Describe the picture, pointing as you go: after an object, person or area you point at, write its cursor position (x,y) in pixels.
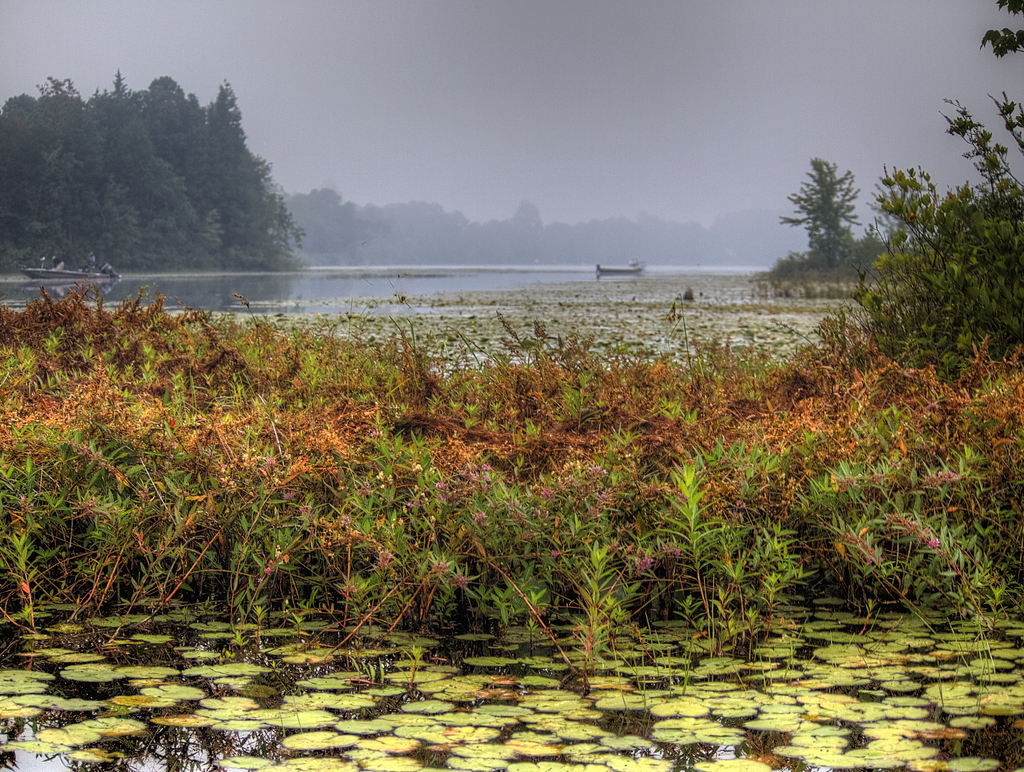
In this image at the bottom (490,719) there is a river (981,743) in the river (382,709) there are some leaves (92,733), and in the center of the image (535,379) there are some plants (257,338). And in the background (85,253) there are boats (51,271), trees (72,224), and at the top (391,51) there is sky (439,114).
